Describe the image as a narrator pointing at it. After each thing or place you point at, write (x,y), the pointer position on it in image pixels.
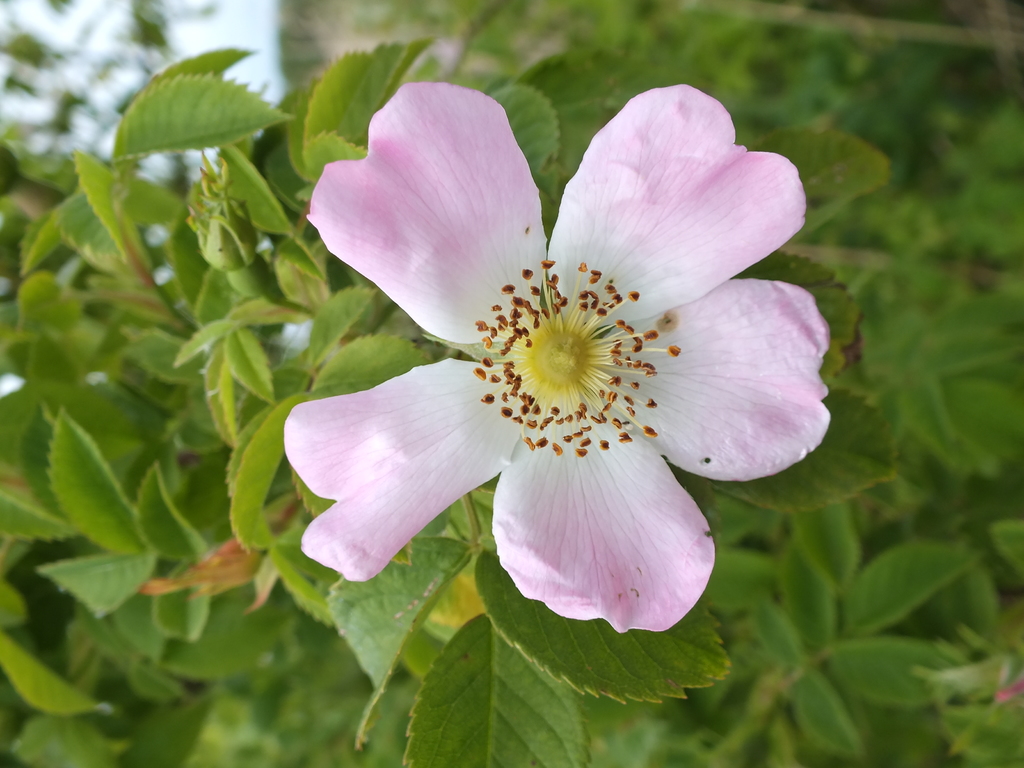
In this image we can see a flower (435,180), and plants (537,161), also the background (690,17) is blurred.
